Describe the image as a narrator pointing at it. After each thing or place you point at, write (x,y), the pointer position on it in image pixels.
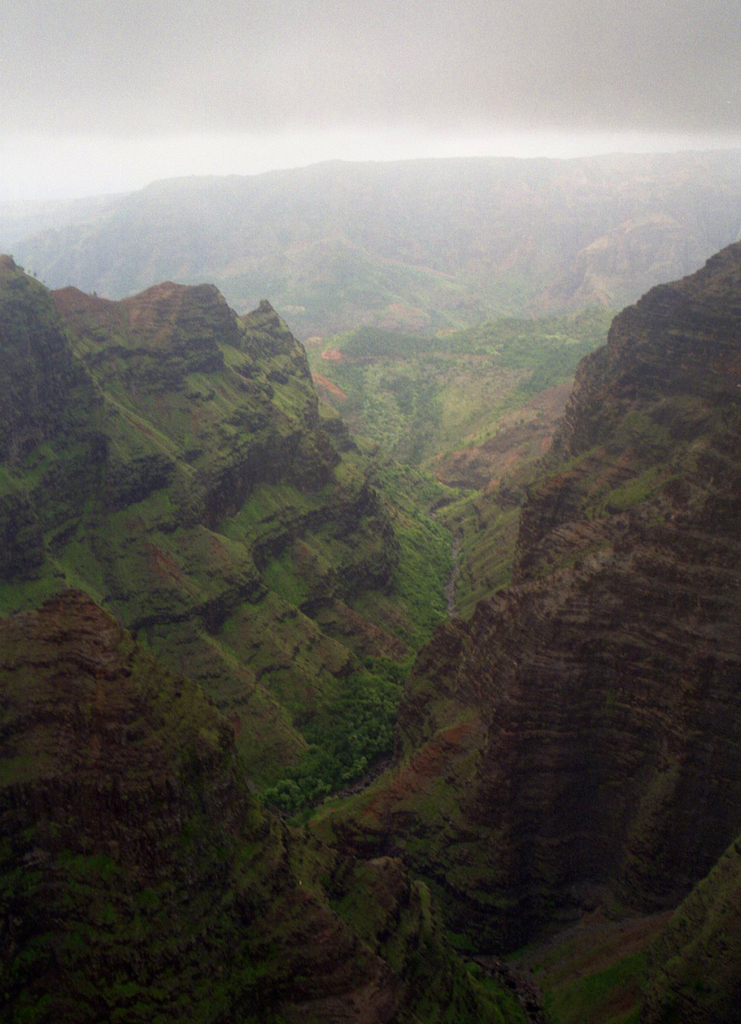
In this image we can see the mountains (320,1021) and in the middle (439,586) we can see some trees (408,579). At the top (526,13), we can see the sky (254,93) with clouds (274,46).
